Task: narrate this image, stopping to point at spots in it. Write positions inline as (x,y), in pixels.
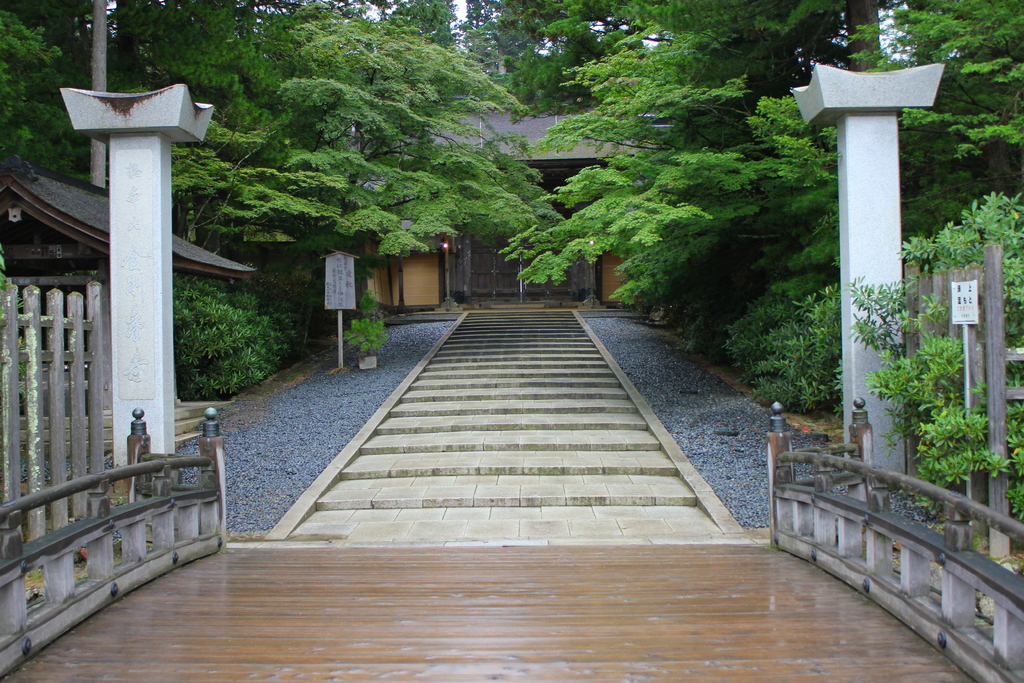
In the picture we can see a wooden path (880,655) with a railing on the either sides and behind it, we can see some steps (426,440) and a house (428,290) and on the other sides we can see plants (805,342) and trees (465,118) and in the background (524,78) also we can see trees (432,43).
